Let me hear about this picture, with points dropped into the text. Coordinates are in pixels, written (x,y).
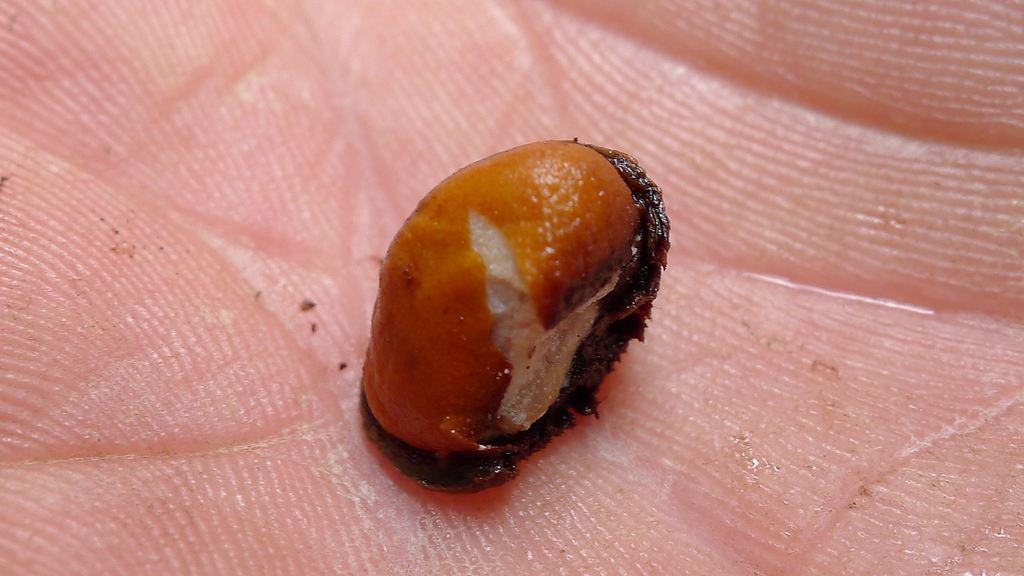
Here in this picture we can see some food item (487,319) present in the hand (194,330) over there.
